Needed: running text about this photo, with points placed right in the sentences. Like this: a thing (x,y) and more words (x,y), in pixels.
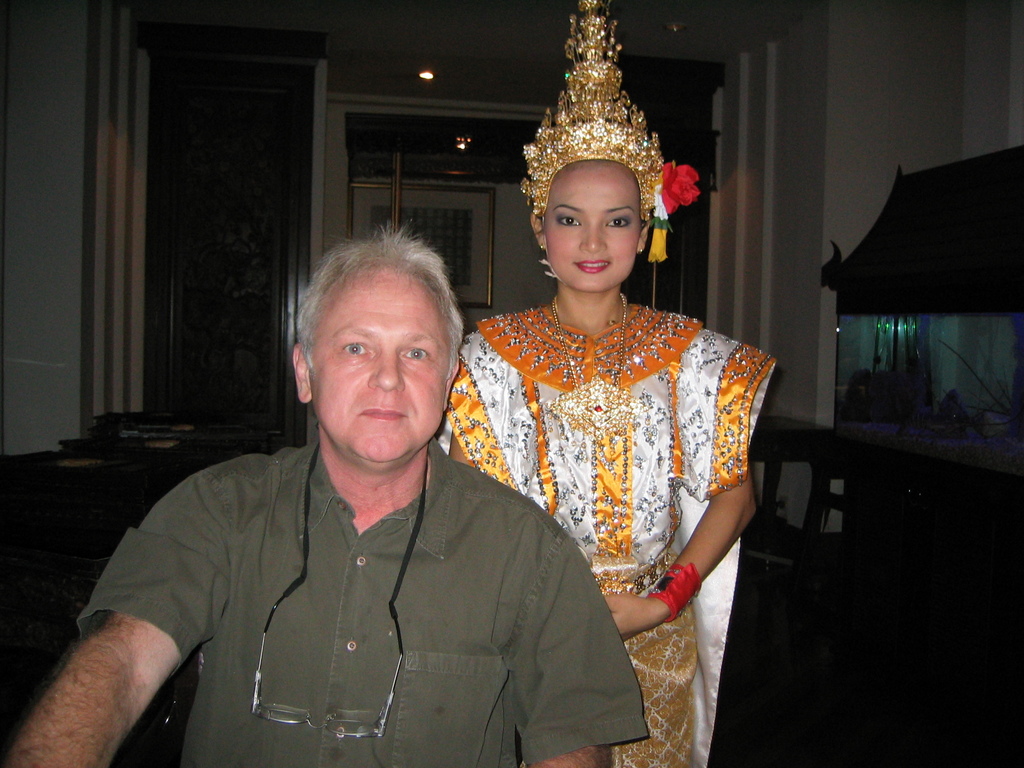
In the image there is a man (333,502) and behind him a woman (446,443) is standing and she is wearing a different costume (624,429) with a lot of jewelry (599,393) and a crown (561,155) on the right side (942,380) there is an aquarium (890,380) and behind aquarium (935,424) there is a wall (842,187), in front of the wall (810,416) there is a table (819,460).
